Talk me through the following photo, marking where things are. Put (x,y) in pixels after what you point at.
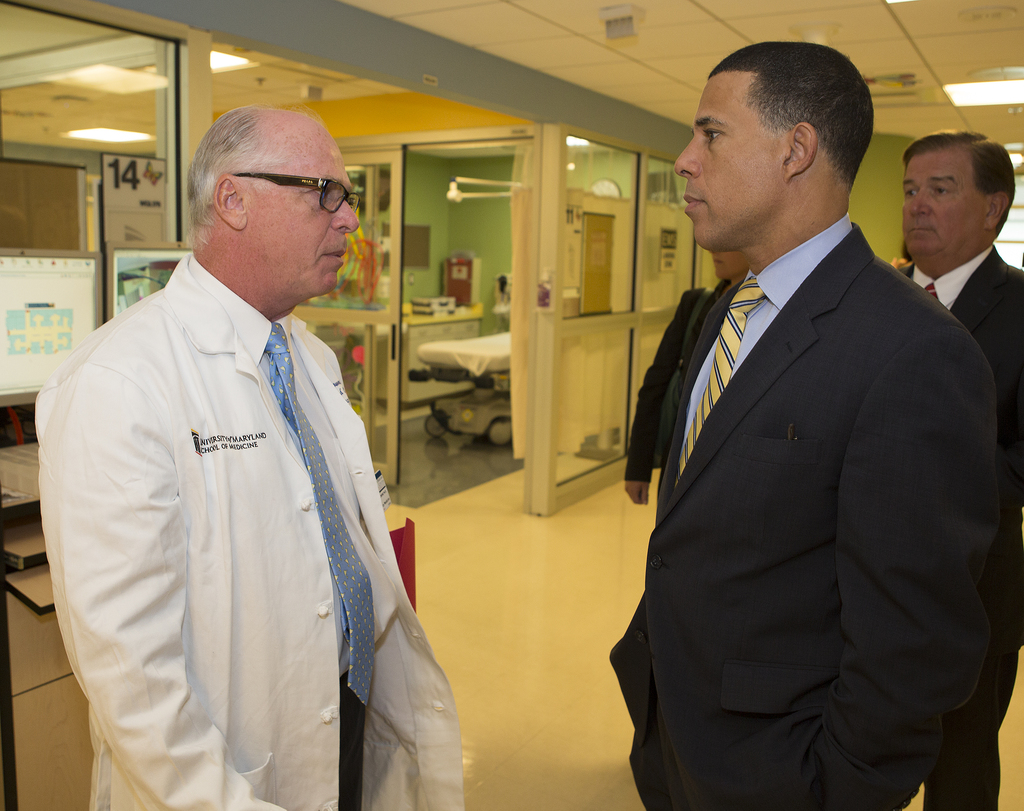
This picture is taken inside the room (570,798). In this image, on the right side (853,508) and left side (257,567), we can see two men (981,558) are standing on the floor (498,785). On the right side (1005,320), we can see another man (1004,700) standing. In the background (62,260), we can see a table (37,643), bed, keyboard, monitor (54,327). At the top (849,10), we can see a roof (743,12) with few lights (1018,103).
